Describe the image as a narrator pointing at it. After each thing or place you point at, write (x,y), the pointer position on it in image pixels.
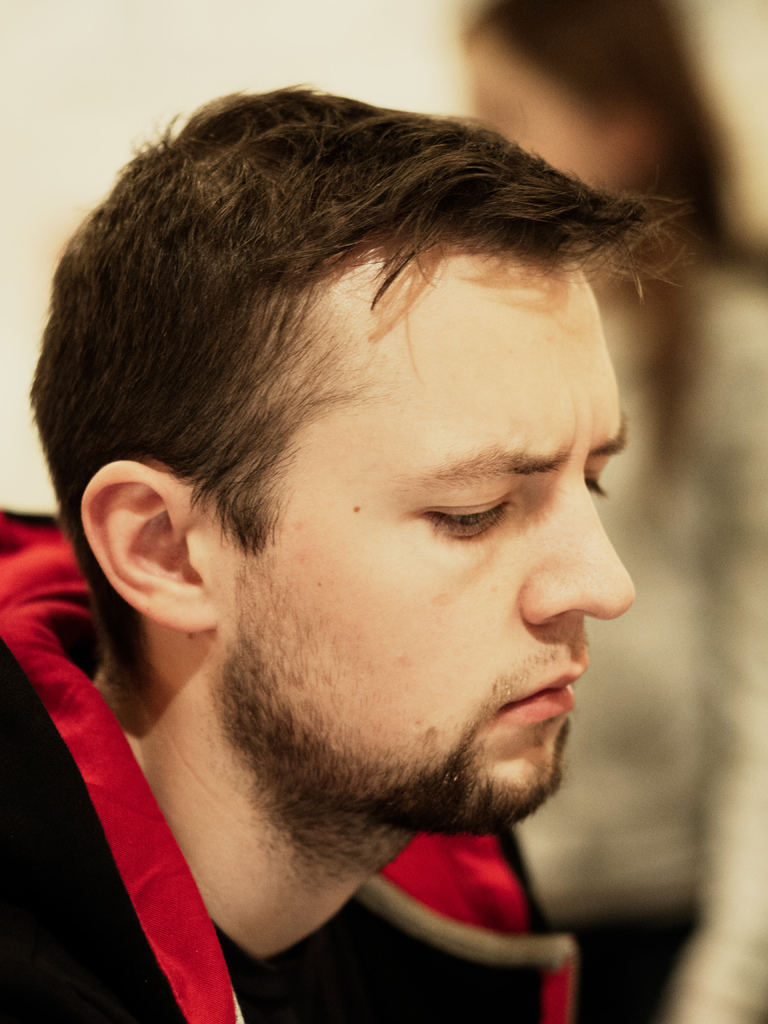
In this image we can see a man (276,986) wearing red and black jacket (181,980). The background of the image (657,869) is blurred, where we can see a person (503,108).
